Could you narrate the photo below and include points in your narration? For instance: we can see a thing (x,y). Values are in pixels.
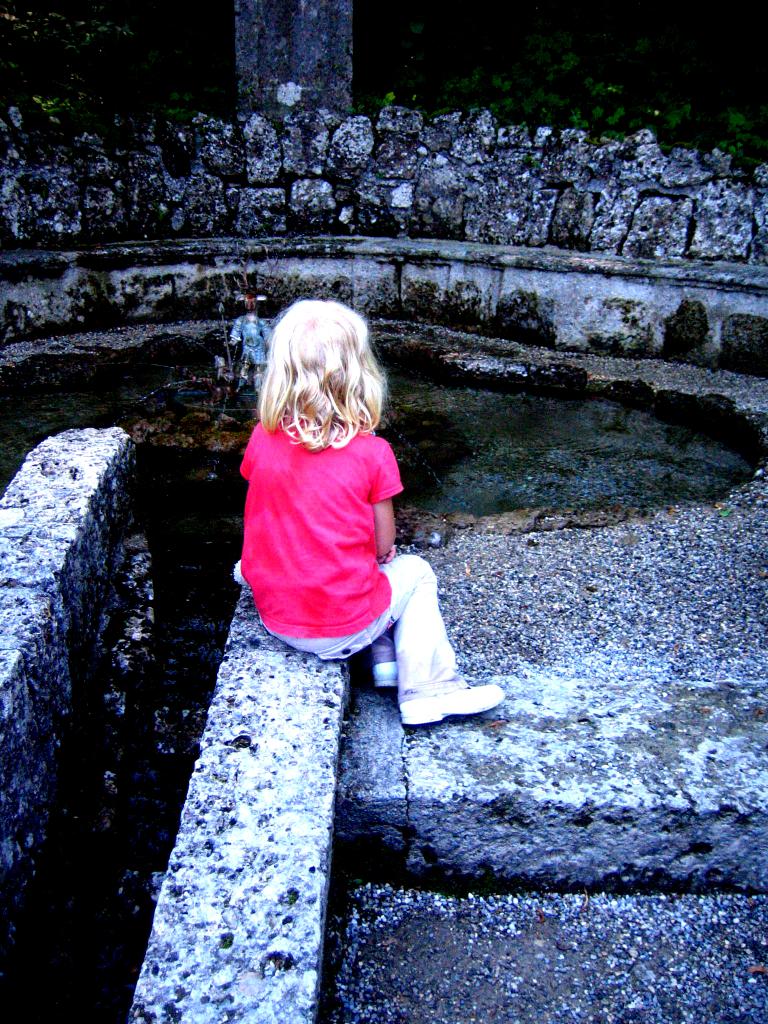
In this image, we can see a girl (355,618) is sitting on the wall (267,789). Here we can see some objects (193,376). Top of the image (612,129), we can see few plants (565,81).
